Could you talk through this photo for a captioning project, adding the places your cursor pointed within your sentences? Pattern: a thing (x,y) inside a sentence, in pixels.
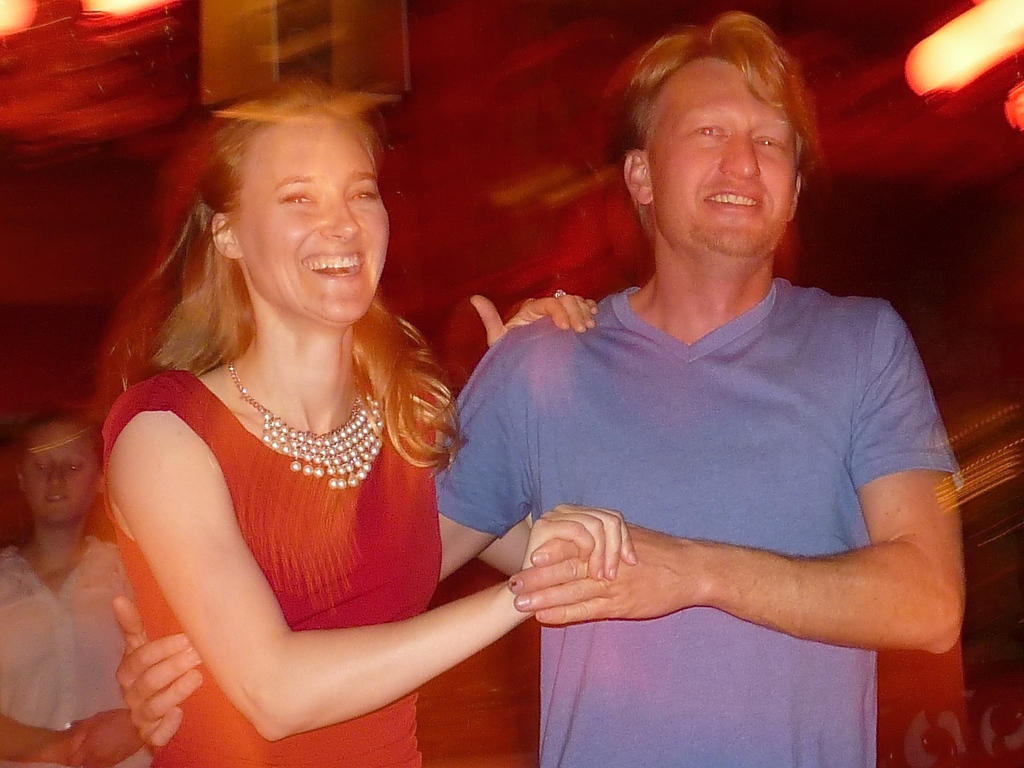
In this image, we can see a woman (343,565) and man (805,637) are holding hands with each other and smiling. Background (518,655) we can see a blurry view. Here a person (41,629) is there. Top of the image (1023,121), we can see the lights (2,17).
